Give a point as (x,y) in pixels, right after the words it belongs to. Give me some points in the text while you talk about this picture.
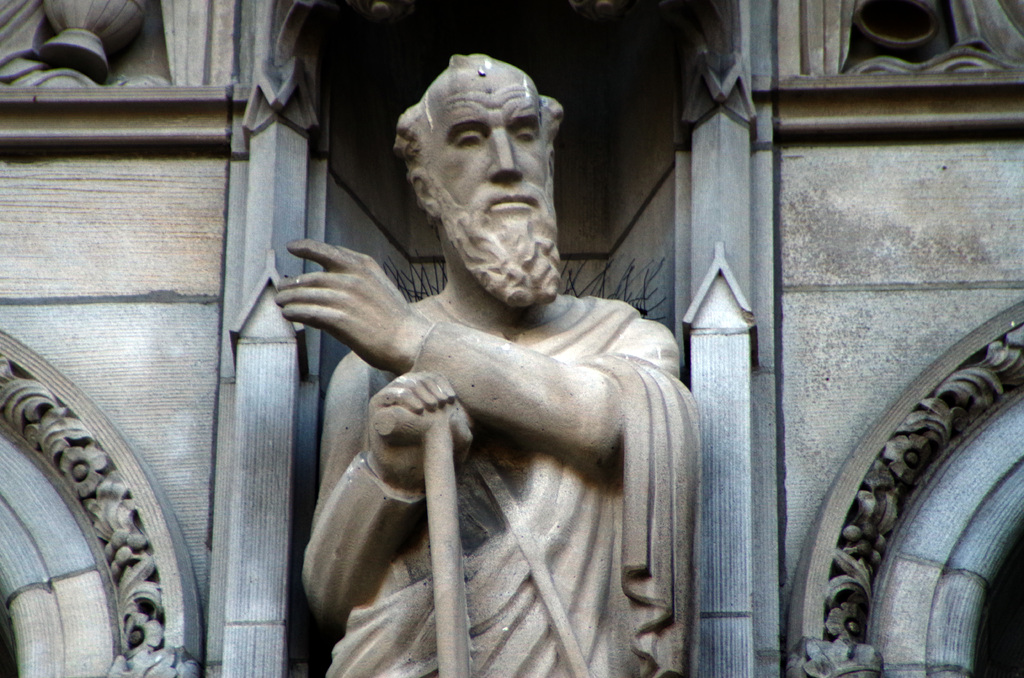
In this image in the center (514,384) there is a statue (524,405) and there is wall (155,236) in the background (667,168). On the right side (926,433) there is a design (885,516) on the wall (613,196).
